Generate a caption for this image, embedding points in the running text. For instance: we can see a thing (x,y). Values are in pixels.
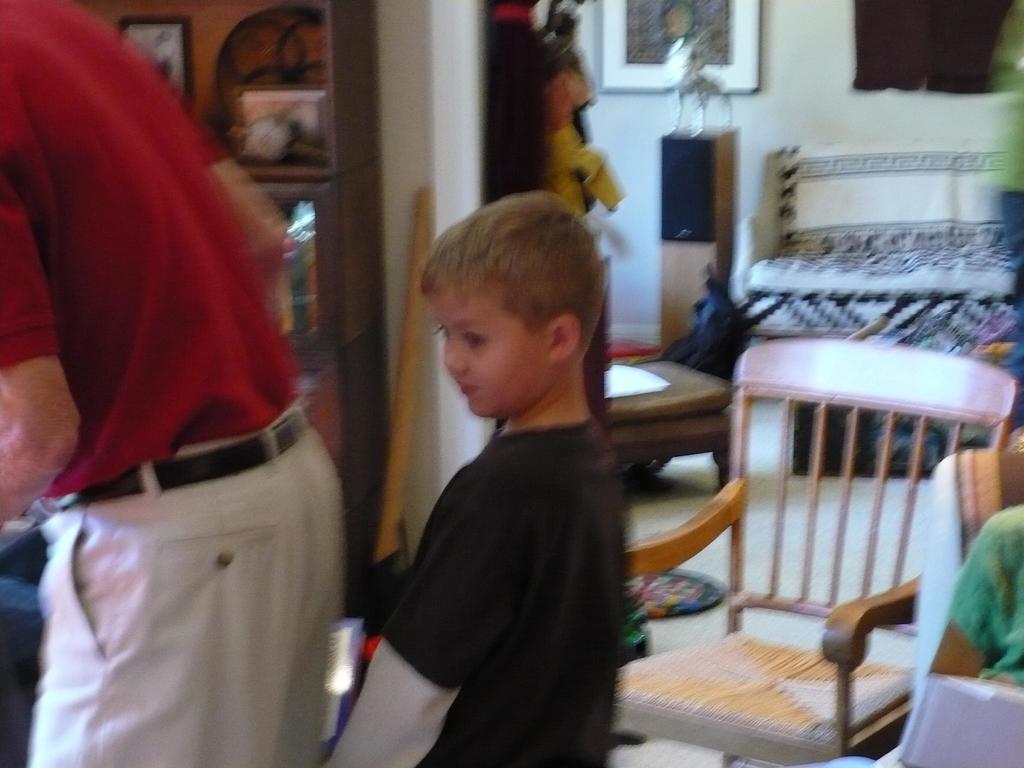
There is a person (66,14) standing on the left side (18,17). Here we can see a boy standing in the center (611,503). In the background (619,718) we can see a chair (619,712) and a bed (890,274).
